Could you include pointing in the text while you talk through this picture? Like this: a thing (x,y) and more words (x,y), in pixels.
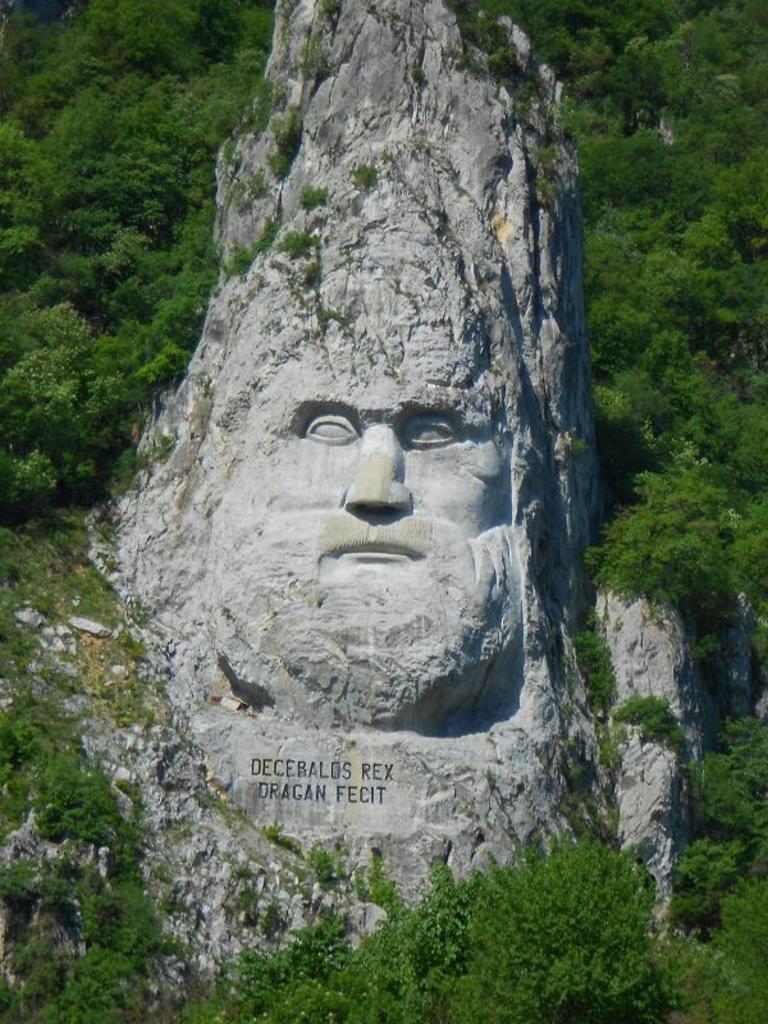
In this image we can see the person sculpture (352,476) and also the text (331,775) on the hill (456,754). We can also see many trees (609,375).
